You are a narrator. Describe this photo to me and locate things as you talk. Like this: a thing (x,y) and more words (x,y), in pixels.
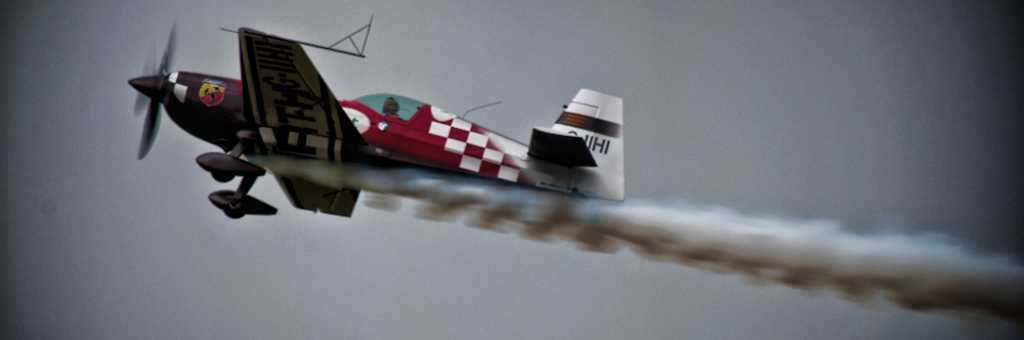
In the picture we can see an aircraft (531,175) flying in the air (723,74) leaving a smoke (831,233) and the aircraft (352,136) is red in color with some designs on it.
